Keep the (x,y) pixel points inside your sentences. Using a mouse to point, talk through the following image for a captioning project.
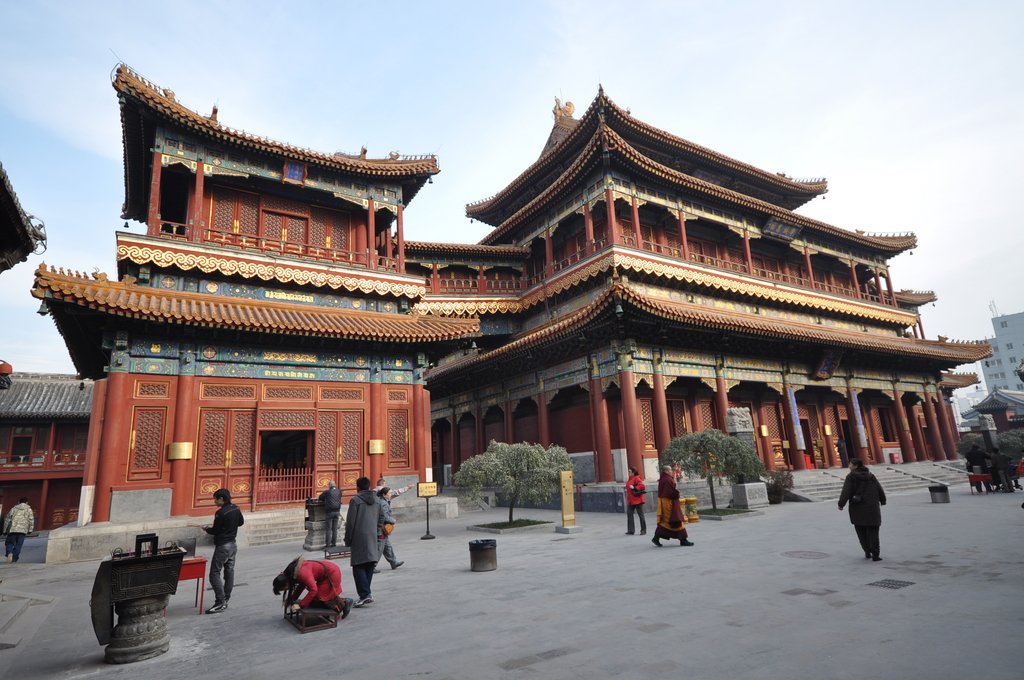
These are the two buildings (532,334), here few people (1003,450) are walking on the floor (580,592). In the middle (531,444) there are trees (558,451), at the top (442,145) it is the sky (377,91).
